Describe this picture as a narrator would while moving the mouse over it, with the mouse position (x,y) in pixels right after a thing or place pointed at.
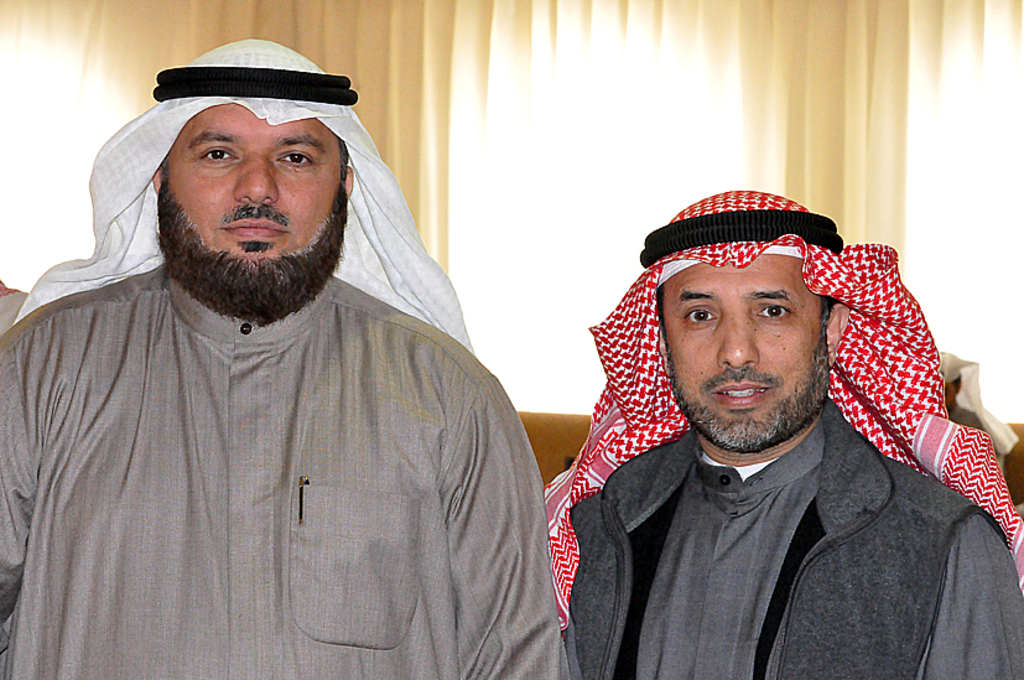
In this image we can see people (881,406) wearing turbans (678,249). In the background (458,182) there are blinds (525,129).
